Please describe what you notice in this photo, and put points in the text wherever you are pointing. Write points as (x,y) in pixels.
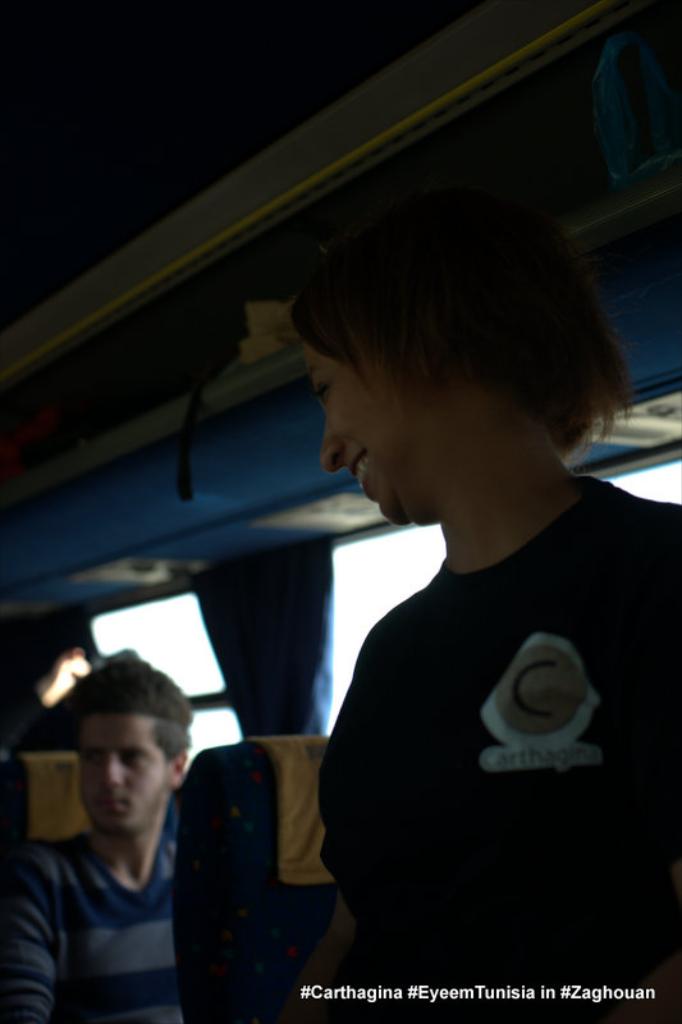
This picture is clicked inside a vehicle (163,348). To the right (476,729) there is a woman (518,684) standing. She is smiling. Behind her there are seats (184,841). There is a man (99,874) sitting on the seat (25,806). At the top (209,309) there are luggage bags (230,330) placed on a shelf (163,381). Beside the man (192,715) there are curtains (240,631) to the windows (147,628). In the bottom right (490,986) there is text (368,1000) on the image.
